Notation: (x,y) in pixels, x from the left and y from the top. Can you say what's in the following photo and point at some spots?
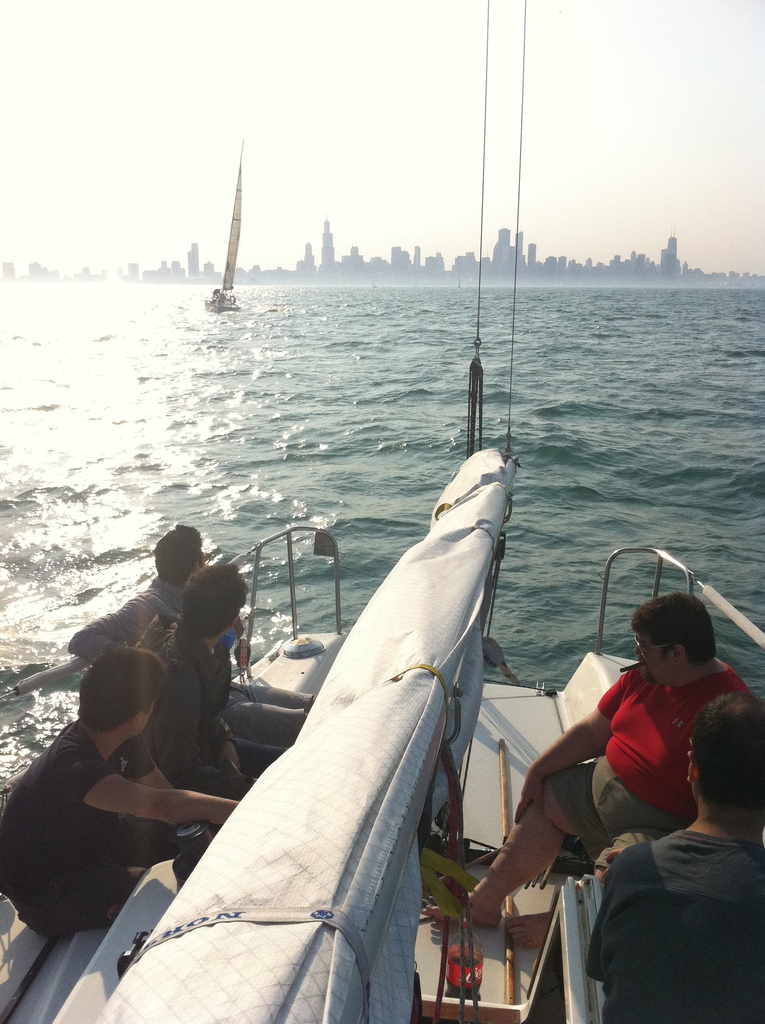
In this picture I can see couple of boats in the water (374,458) and I can see few people (591,840) seated in the boat (447,761) and I can see buildings (601,275) and a cloudy sky (363,126).
